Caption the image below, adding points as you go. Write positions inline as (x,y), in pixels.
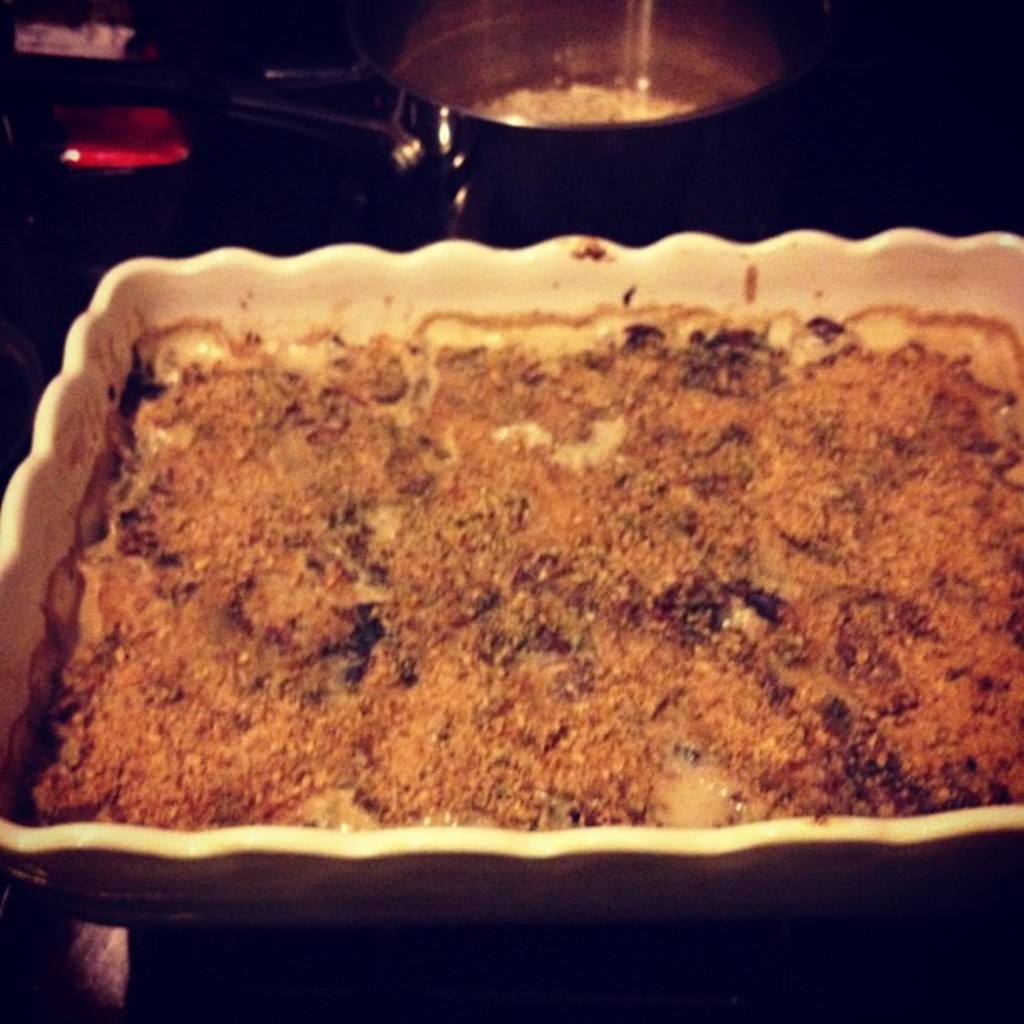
Here there is something in the container (127,313), here there is vessel (504,142).
